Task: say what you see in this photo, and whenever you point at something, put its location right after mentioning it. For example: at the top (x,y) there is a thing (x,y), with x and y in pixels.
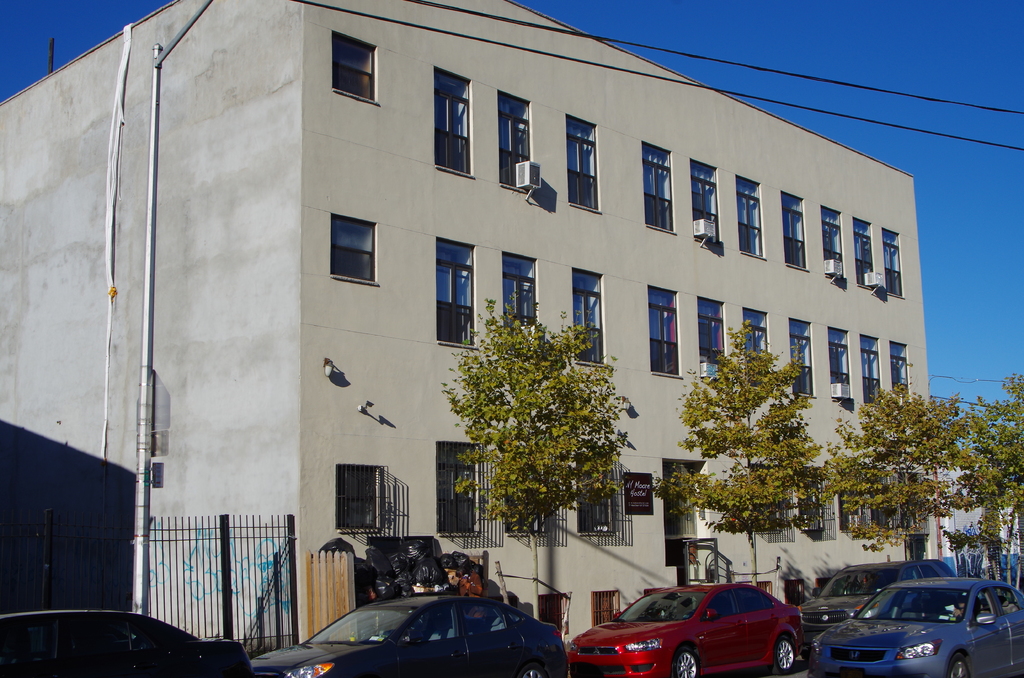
This picture is clicked outside. In the foreground (413,628) we can see the cars (587,658), trees (545,440). In the center (356,368) we can see the building (303,209) and we can see the windows (581,310) of the building (372,283). On the left corner (154,87) we can see the metal rods (153,264) and the metal gate (248,554). In the background (689,37) we can see the sky (880,37) and the cables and we can see some other objects (518,182).
